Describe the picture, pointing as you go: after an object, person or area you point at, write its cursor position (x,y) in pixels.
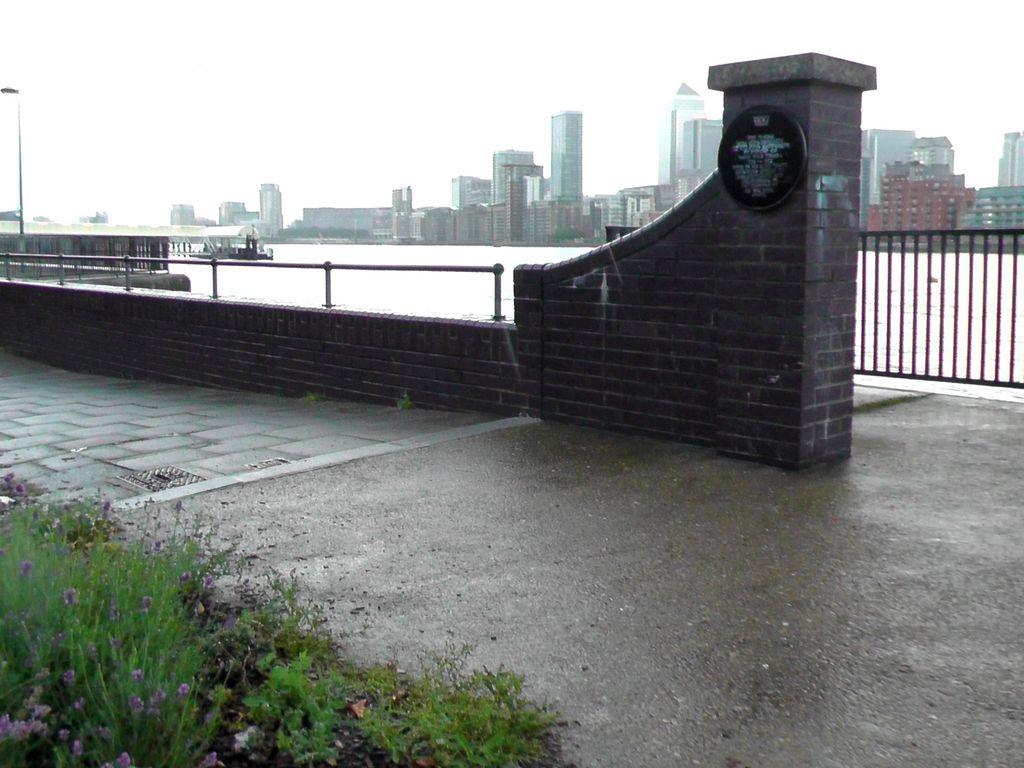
In this image in the front (138,628) there are plants (215,657) and flowers (104,728). In the center (666,355) there is a wall (233,364) and on the wall (388,356) there is a railing (346,268). In the background (937,289) there is a fence (922,278), there is water (487,265) and there are buildings (694,163). On the left side (20,165) there is a pole (18,146).
